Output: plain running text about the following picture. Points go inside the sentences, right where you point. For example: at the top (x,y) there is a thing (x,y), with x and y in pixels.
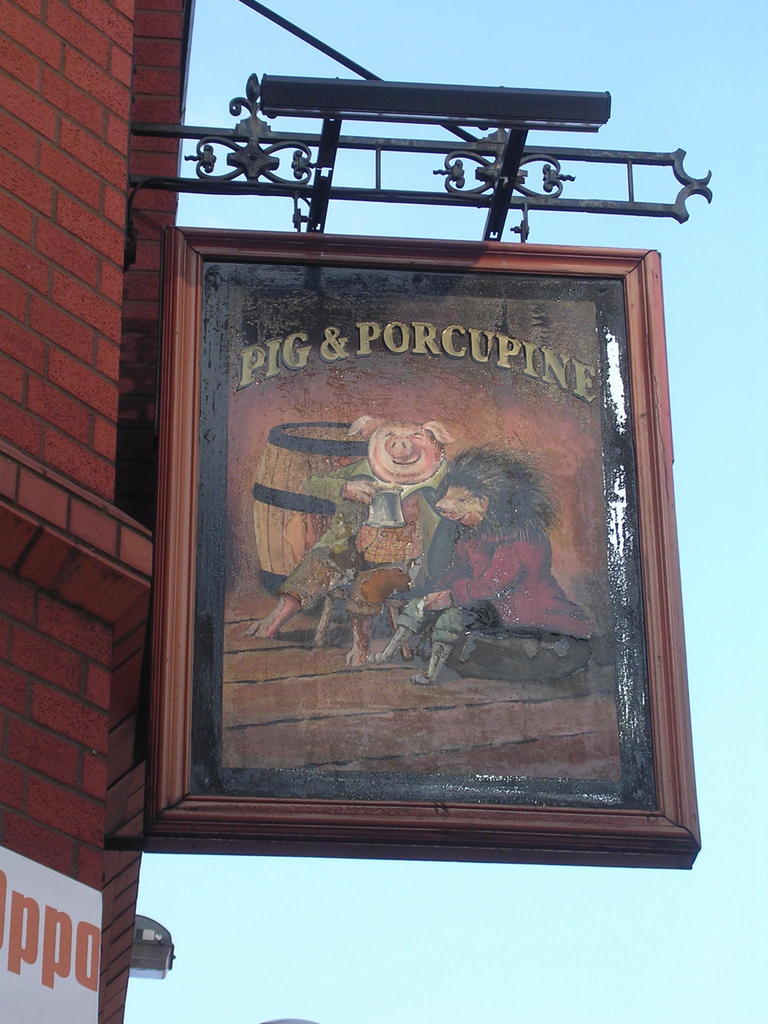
In this image, we can see a board (578,834) on the wall (142,753) and there is a painting (576,473) on the board (432,390), in the background (572,48) we can see the sky (292,54).
